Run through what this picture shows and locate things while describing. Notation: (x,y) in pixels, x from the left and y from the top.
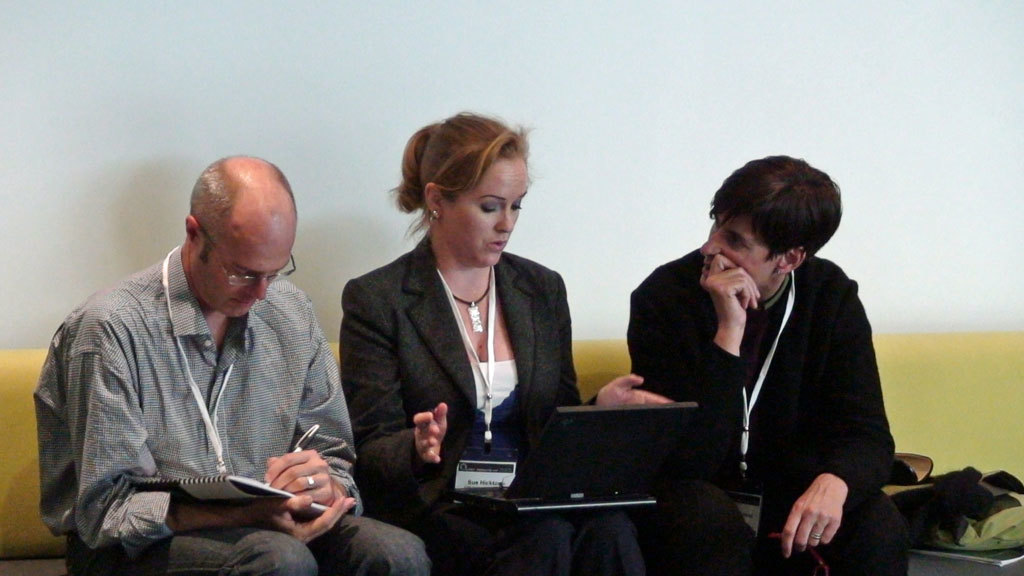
In this picture we can observe three members (200,458) sitting in the sofa (935,409). Two of them are men (756,503) and the other is a woman (432,349) holding a laptop (560,460). In the background (352,92) we can observe white color wall (486,92).
